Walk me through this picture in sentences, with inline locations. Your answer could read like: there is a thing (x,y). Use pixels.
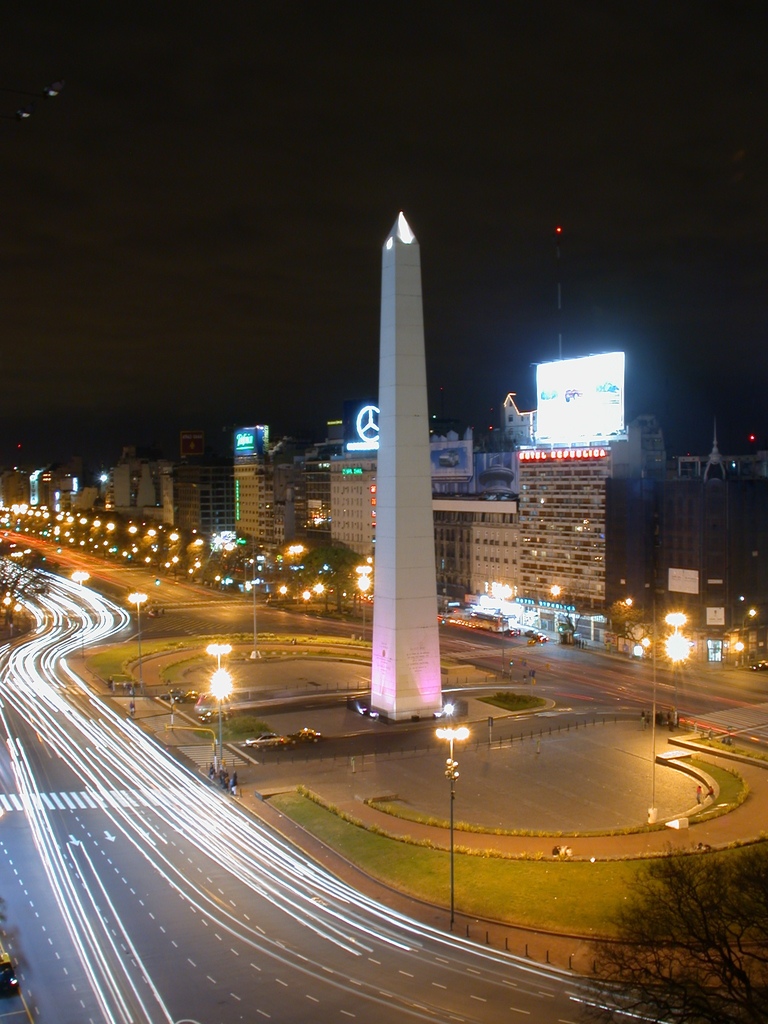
In the image we can see there are buildings (367,468) and a tower (421,462). Here we can see LED boards (553,435), light poles (466,734) and trees (730,945). Here we can see grass (521,867), road (159,910) and the sky (87,279).
